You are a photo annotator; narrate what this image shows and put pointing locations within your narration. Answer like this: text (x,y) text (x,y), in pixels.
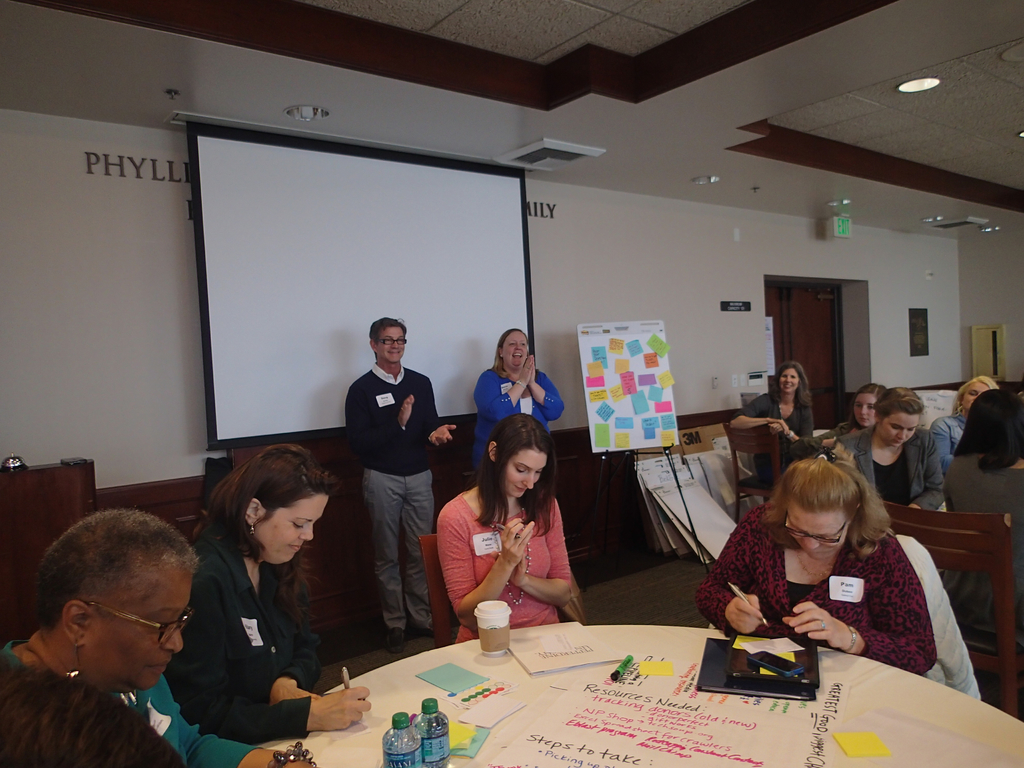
In this picture we can see a group of people (472,571) some are sitting on chairs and some are standing and clapping their hands (407,409) and in background (495,225) we can see wall (553,240), screen (227,244), poster (597,339) with stickers (651,375), door (817,344) and on table (864,698) we can see bottles (432,714), glass (509,640), papers (575,643), file (719,651).
